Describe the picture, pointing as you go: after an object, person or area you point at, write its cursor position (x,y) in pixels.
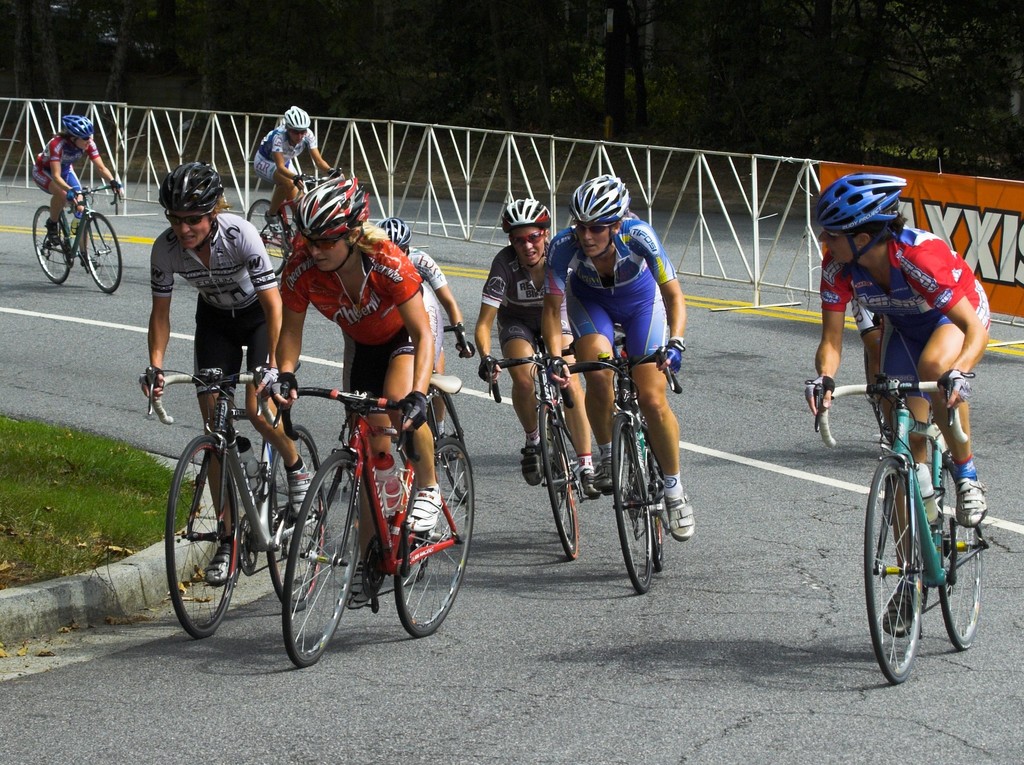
In this image there are groups of persons (300,323) riding bicycles (895,433). On the left side (57,497) there's grass (26,508) on the ground (37,496). In the background (476,141) there is a fence (648,171) and on the fence (817,185) there is a banner (1003,233) with some text (1015,272) written on it and behind the fence (635,167) there are trees (571,58).
